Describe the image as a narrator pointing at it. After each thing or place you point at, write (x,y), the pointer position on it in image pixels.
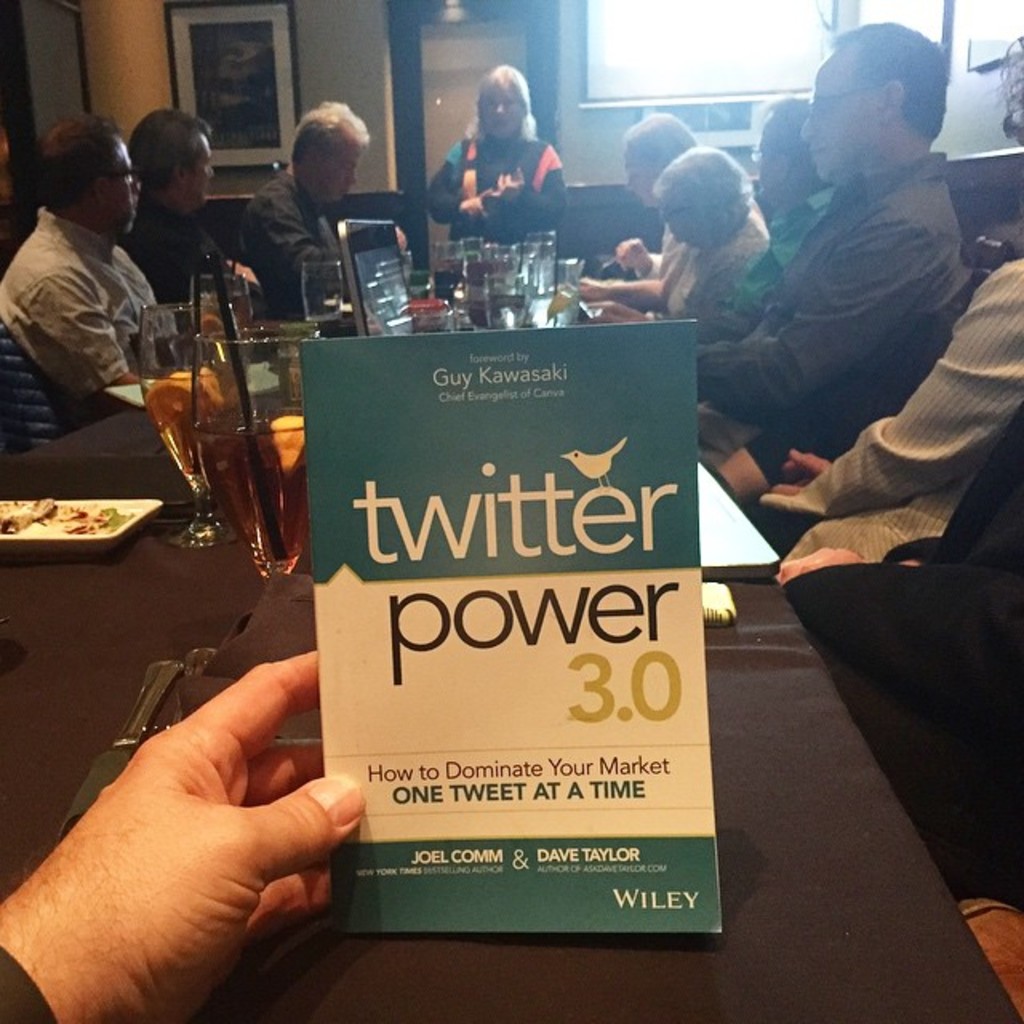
In this picture there are people (759,323) sitting on chairs (969,260) at the table (58,555). A cloth (90,649) is spread on the table (804,948). On the table (762,754) there are glasses (265,366) with drink (256,483) and straw (268,494) in it and plates (148,508) with food (79,508) in it. At the center (434,604) there is a person (176,851) holding a book (468,607) in his hand (115,886). In the background (449,85) there is a door (439,75), wall (364,74), window (588,44) and picture frame (240,87) hanging on the wall (311,93).
